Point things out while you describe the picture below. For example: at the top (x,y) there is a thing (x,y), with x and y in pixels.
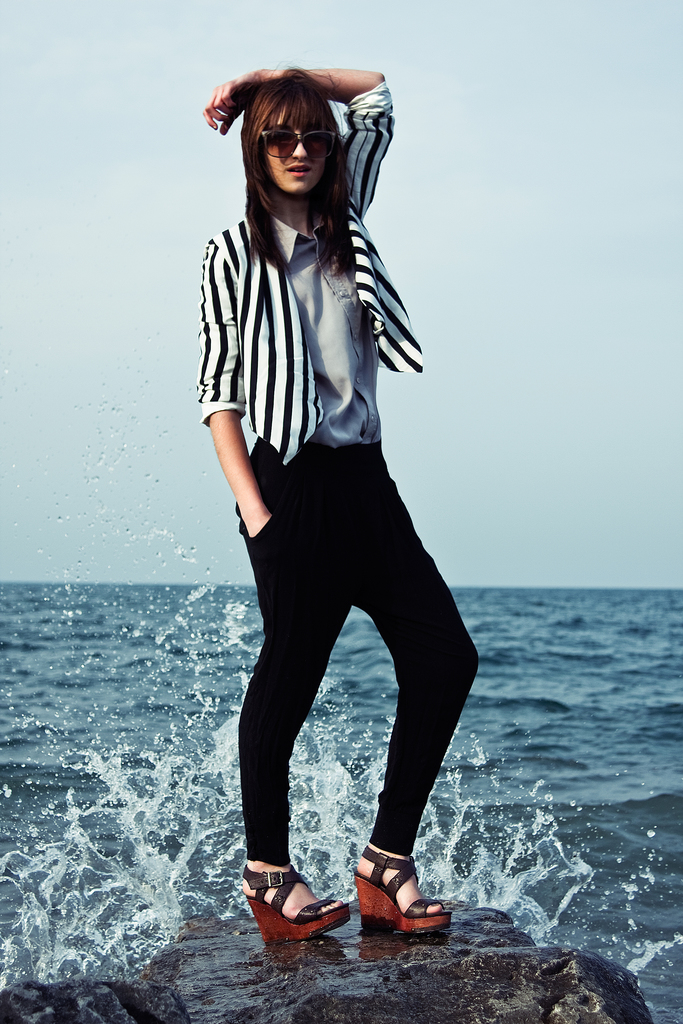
In this image I can see a woman (292,561) is standing, I can see she is wearing shades (319,157) and I can see she is wearing black and white colour dress (311,486). In the background (154,695) I can see water (213,675) and the sky (86,128).
